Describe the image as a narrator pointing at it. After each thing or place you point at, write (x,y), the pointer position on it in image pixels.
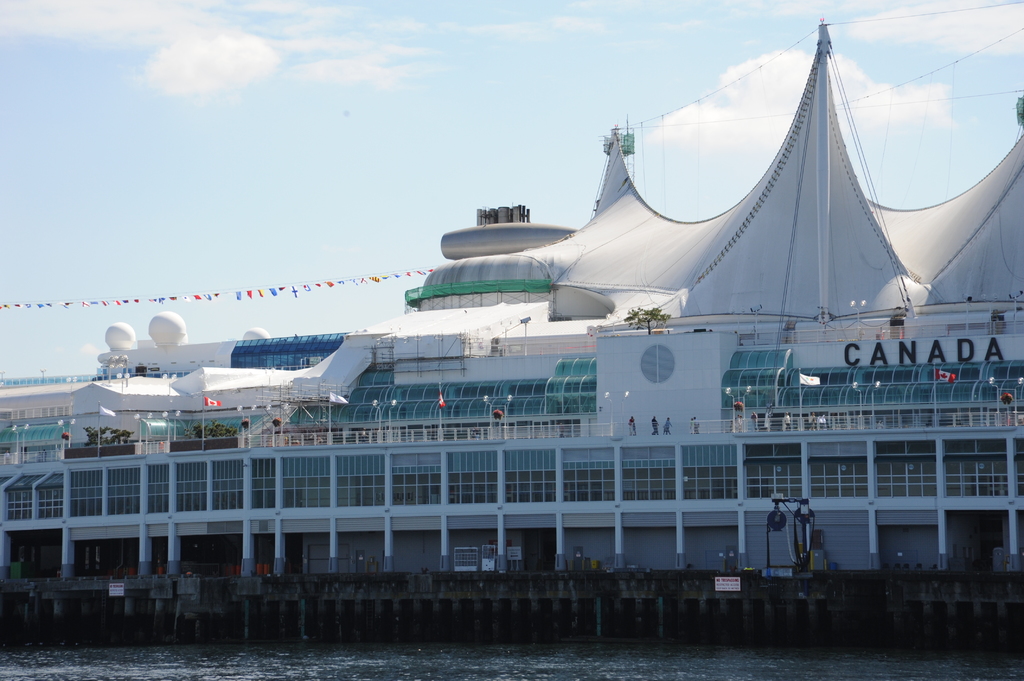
In this image I can see the building (532,388) on the water (425,659). I can see few people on the building (603,426). In the background (372,152) I can see the clouds (731,100) and the sky (243,151).
